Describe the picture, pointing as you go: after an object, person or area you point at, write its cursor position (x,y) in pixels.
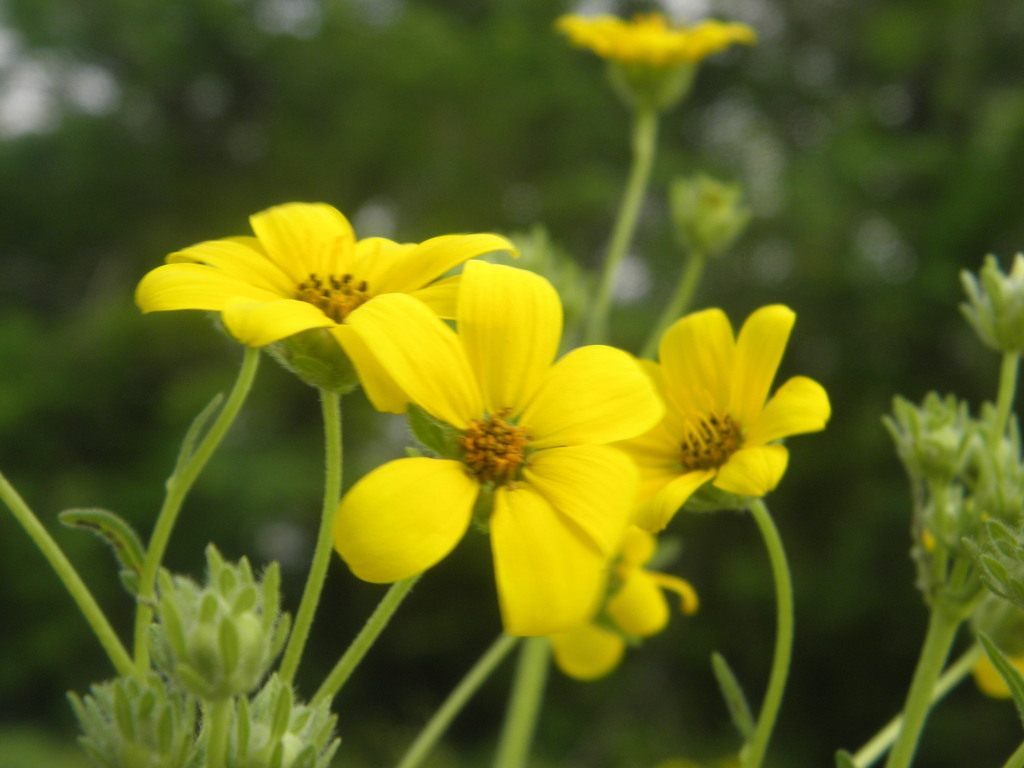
In this image I can see few yellow colour flowers (532,488). I can also see this image is little bit blurry from background (269,159).
